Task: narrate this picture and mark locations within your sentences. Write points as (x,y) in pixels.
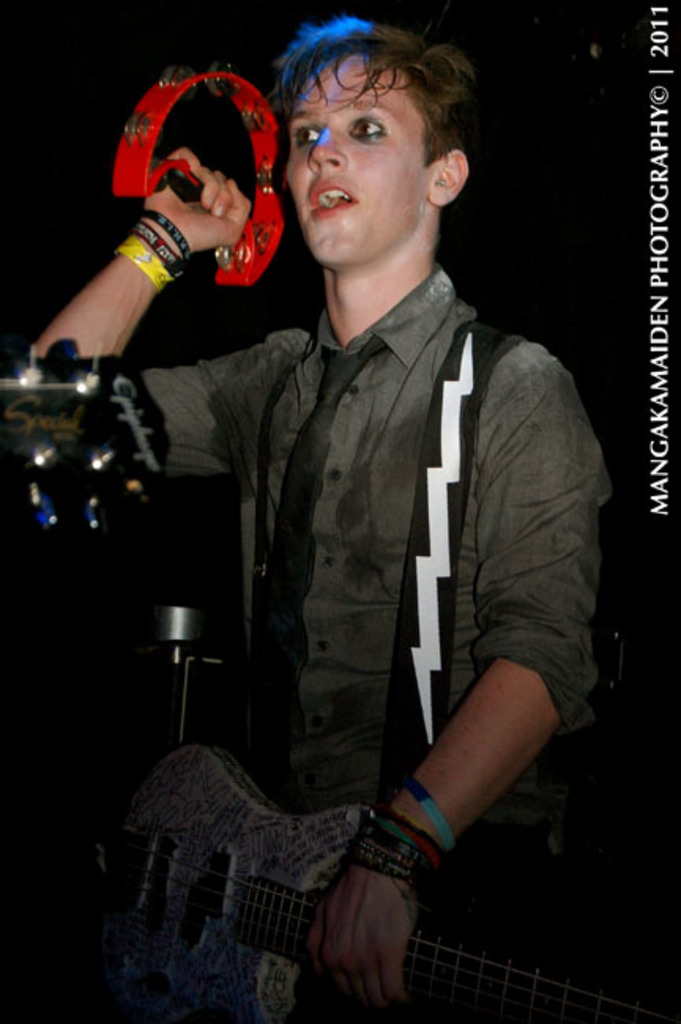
In this image in the middle (255,388), there is a man (350,565), he wears a shirt (346,531), tie (288,503), he is holding a guitar (273,913) and a musical instrument (191,185). On the right (648,246) there is a text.
